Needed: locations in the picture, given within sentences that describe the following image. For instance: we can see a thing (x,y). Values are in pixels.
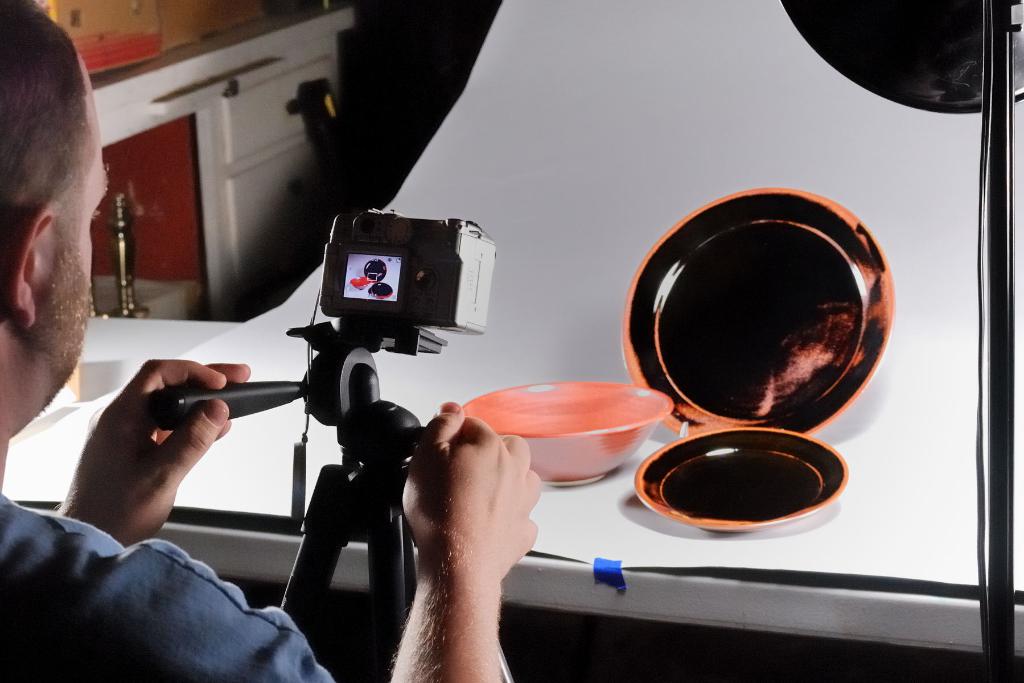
In this image we can see a man (470,539) holding a camera (387,262) with a stand (357,342). We can also see a bowl (542,435) and some plates (652,471) placed on the surface (612,507). On the backside (310,49) we can see some boxes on a cupboard (248,145).
